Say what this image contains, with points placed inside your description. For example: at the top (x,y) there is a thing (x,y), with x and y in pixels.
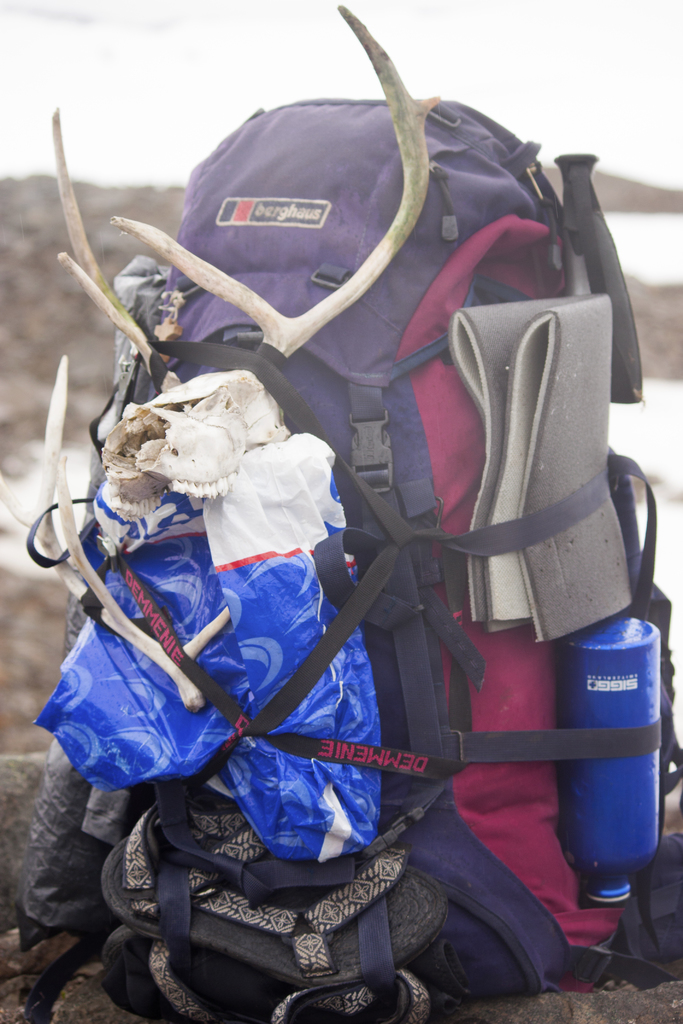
This is a luggage bag (392,452). There is a skeleton (188,430), foot wear (243,840), water bottle (627,816) tied to it in the outer surface area (344,646).
